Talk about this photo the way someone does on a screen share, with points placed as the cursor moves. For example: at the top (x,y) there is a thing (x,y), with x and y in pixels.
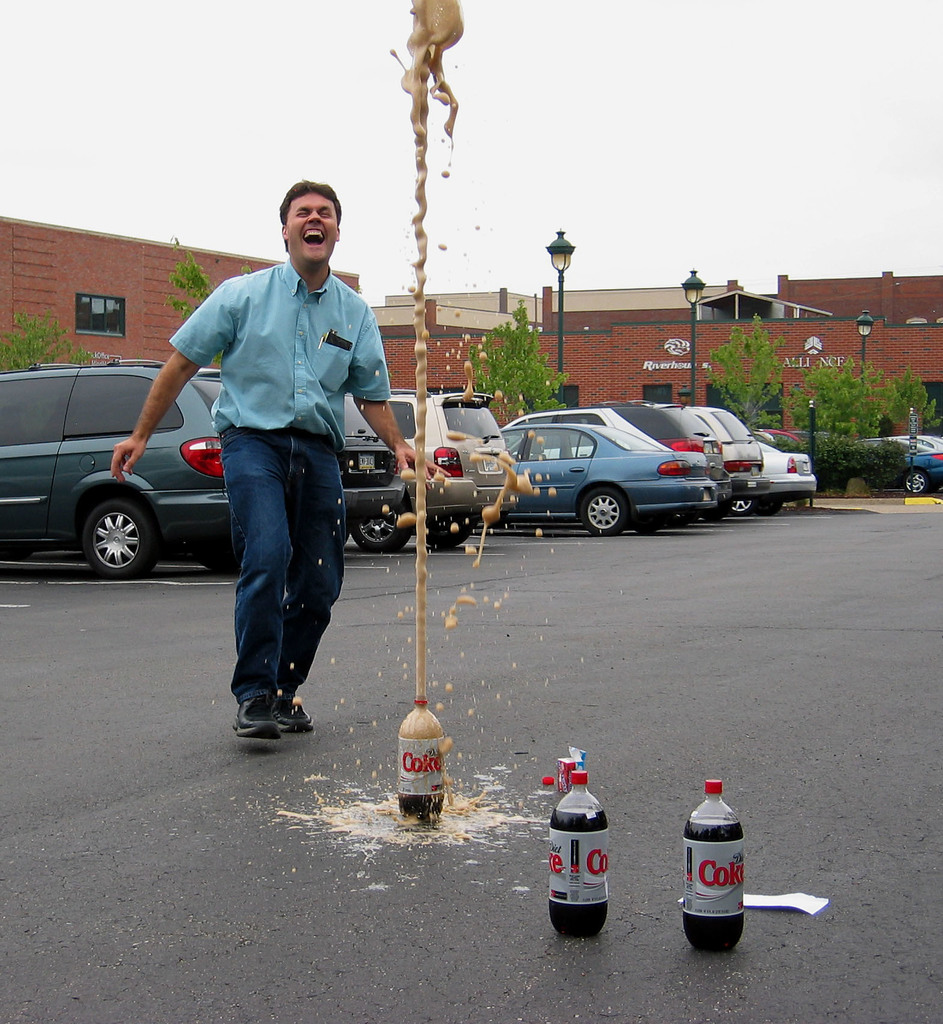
This picture is clicked outside the city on road (473,697). We see three Coke bottle (412,754) and in the middle of this picture (400,450), we see a man (235,412) in blue shirt (237,398) and blue jeans (266,511) is standing and laughing and behind him we see six seven eight, eight cars (82,437) four wheeler (82,437) which are parked on the road (81,556) and behind the car (64,390), we see trees (53,345). We even see street light (692,345), behind them we see building (599,329) with red color bricks (573,360).
